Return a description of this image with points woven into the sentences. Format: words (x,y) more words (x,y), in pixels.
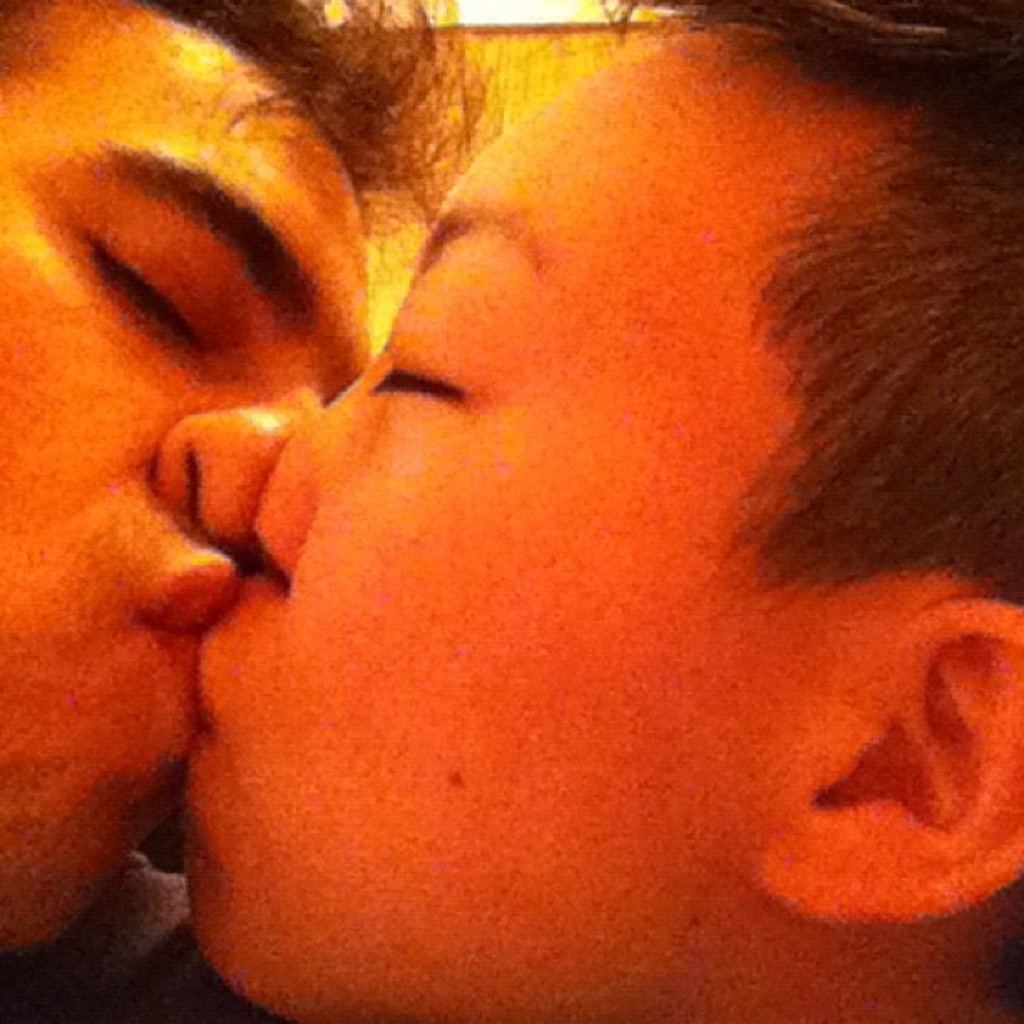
In the foreground of this image (369,556), there are two people (233,655) kissing each other.
